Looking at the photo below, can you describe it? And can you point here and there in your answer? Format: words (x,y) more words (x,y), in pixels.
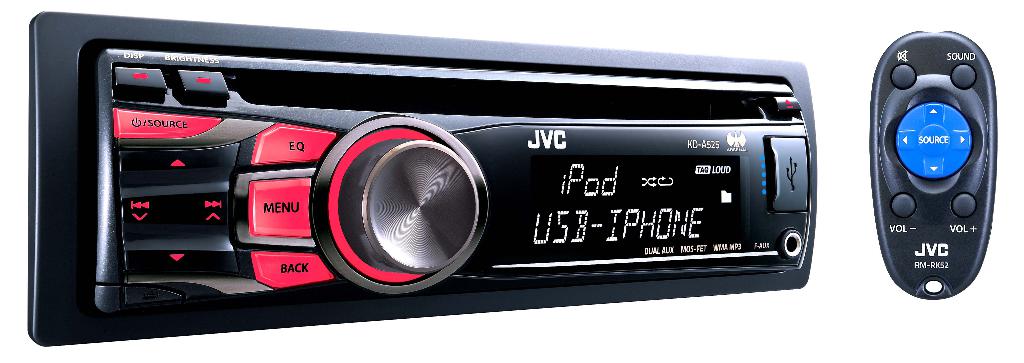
In this image there is a car stereo (276,207) with buttons (216,200) on it, beside that there is a remote (938,100).
